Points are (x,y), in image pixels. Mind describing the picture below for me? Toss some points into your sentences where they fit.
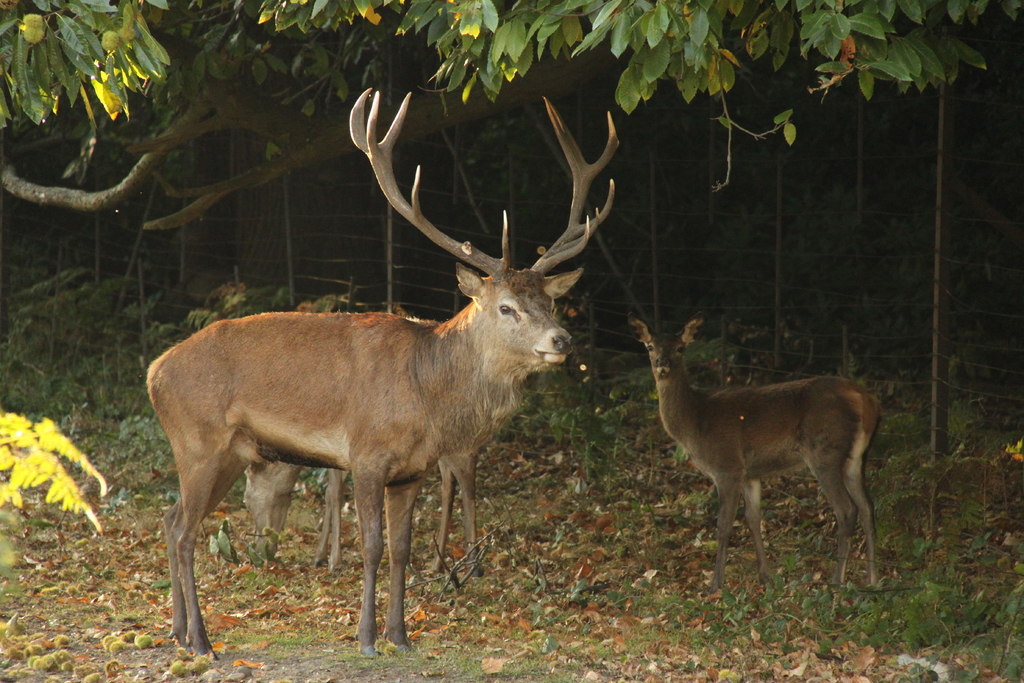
In the image there are few deer (409,426) standing on the grassland (75,641), behind there are trees (192,93).
